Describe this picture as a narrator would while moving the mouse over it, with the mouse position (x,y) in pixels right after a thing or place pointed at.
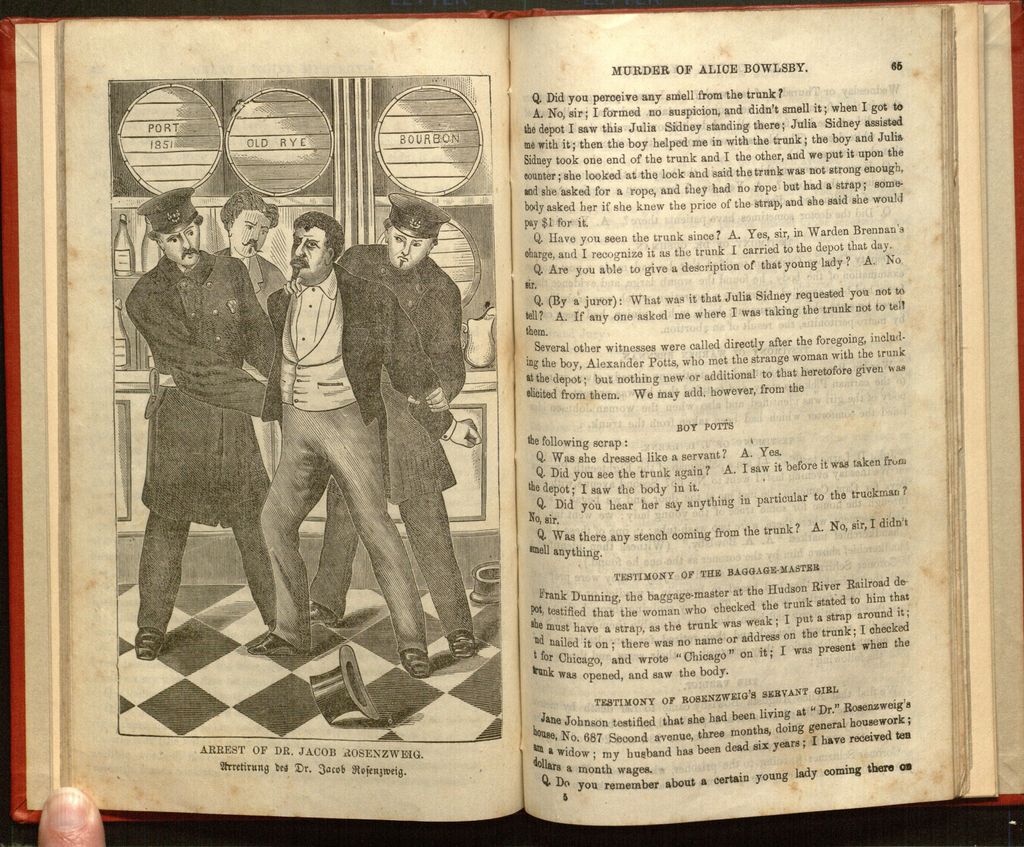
This is an open book (112,525). In this picture we can see two people (264,357) holding a person (308,288). We can see another person (234,228) at the back (264,261). There is some text (247,760) visible on top and at the bottom of the picture (257,747) on the left side (318,755). We can see some text (785,154) on the right side (729,477). There is a finger (61,820) visible on a book (648,523) in the bottom left (66,802).
